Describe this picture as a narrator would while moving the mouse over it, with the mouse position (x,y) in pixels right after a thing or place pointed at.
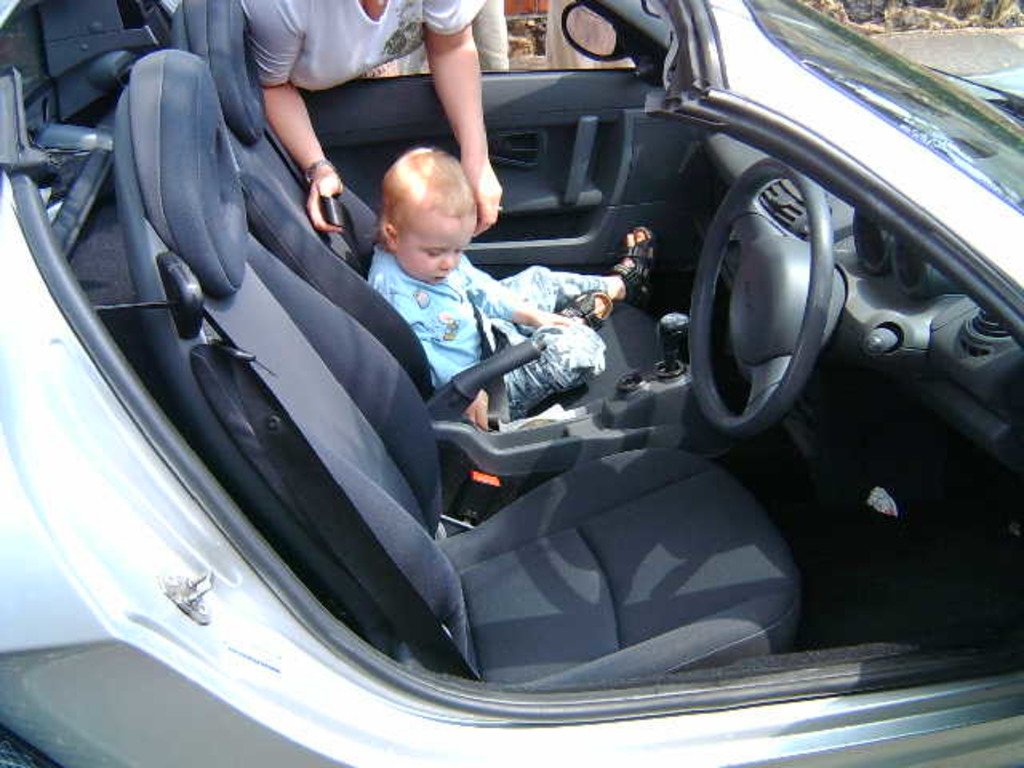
In this image, we can see a kid (555,375) is sitting on the vehicle seat (365,271). Here we can see seat (555,552), steering (808,287), handle (537,149), door (628,171), side mirror (608,35) and glass object (902,86). Top of the image (382,35), we can see a human (369,38) is holding a seat belt (330,217).
